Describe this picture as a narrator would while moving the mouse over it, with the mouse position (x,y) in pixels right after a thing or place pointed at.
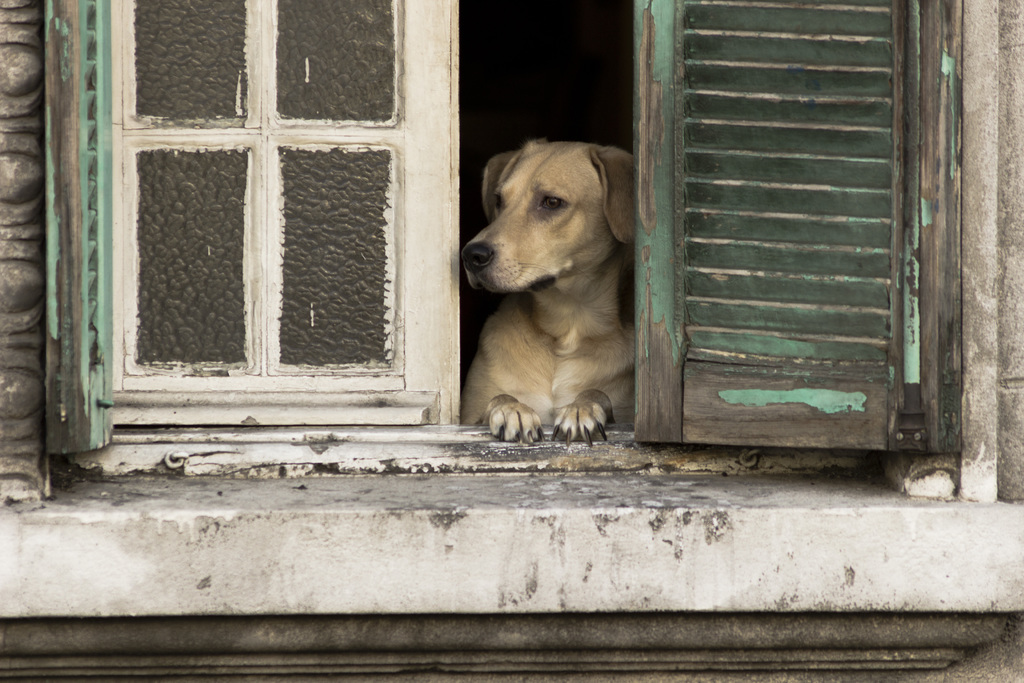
We can see dog (530,345), window (150,145) and wall (494,560). Background (523,77) it is dark.
